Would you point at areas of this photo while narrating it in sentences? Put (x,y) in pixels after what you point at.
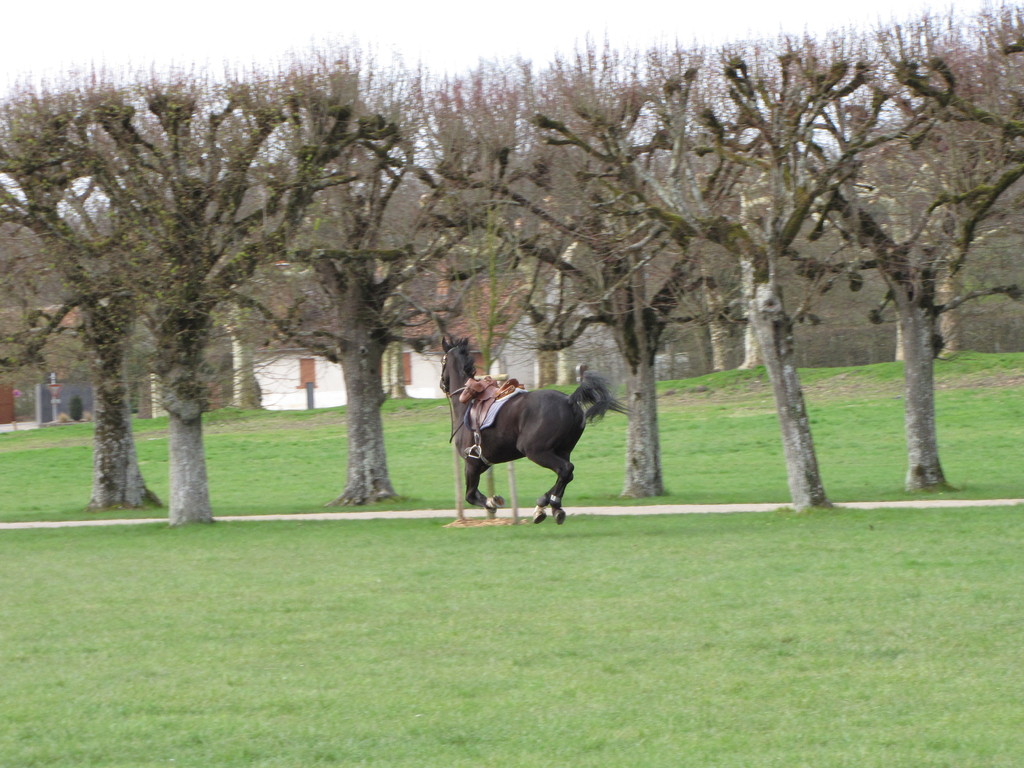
In this image in the center (426,460) there is grass (488,591) on the ground (471,523) and there is a horse (496,436) running on the ground (343,444) and there are trees (404,298). In the background (162,397) there are trees (247,379) and there is a house (324,376) which is white in colour. On the left side (63,407) there are objects (62,408) which are grey and brown in colour.
